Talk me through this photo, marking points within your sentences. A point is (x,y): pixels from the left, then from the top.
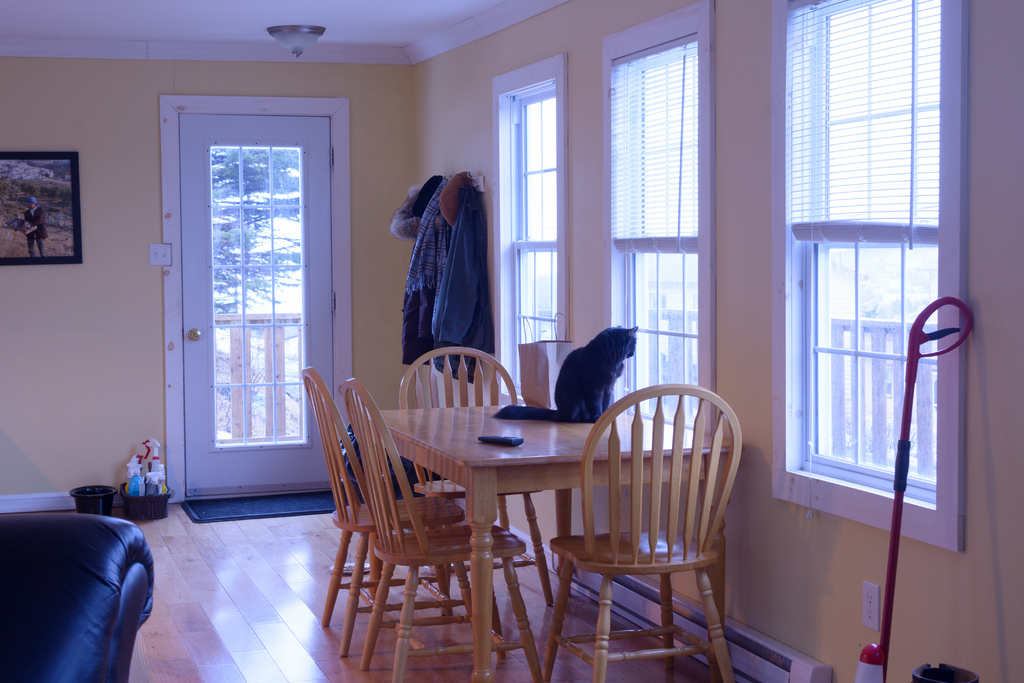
In the picture I can see a wooden table (481,515) and wooden chairs (324,427) on the floor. I can see a black cat (587,384) and the remote (492,439) are kept on the table (471,427). It is looking like a sofa (115,589) on the bottom left side (67,609). There is a photo frame (41,183) on the wall (90,258) on the top left side (15,163). There is a lamp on the roof (325,13). I can see the clothes (436,184) on the hook stand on the wall (719,144). I can see the glass windows (873,265) and window blinds (855,105) on the right side (833,189). In the background (288,239), I can see the glass door (249,242) and trees (224,161). I can see the plastic stock boxes (140,500) and carpet (265,506) on the floor (171,506).
